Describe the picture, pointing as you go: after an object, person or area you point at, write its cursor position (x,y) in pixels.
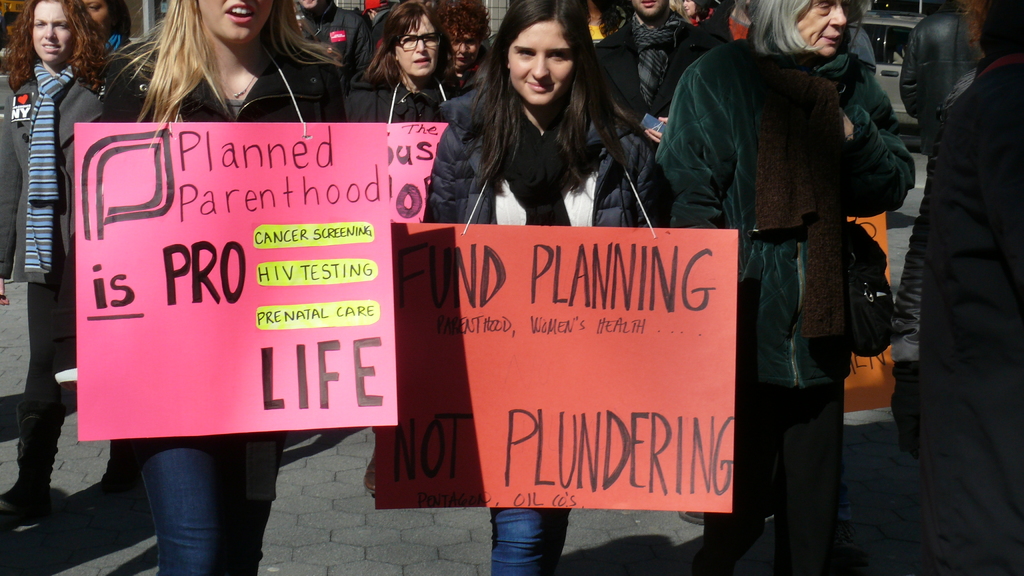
This picture is clicked outside. In the foreground (830,77) we can see the group of people (483,73) walking on the ground (322,493) and some of them are holding banners (214,273) on which the text (364,353) is written. In the background (502,5) we can see the vehicles (903,16) and some other objects (142,26).
